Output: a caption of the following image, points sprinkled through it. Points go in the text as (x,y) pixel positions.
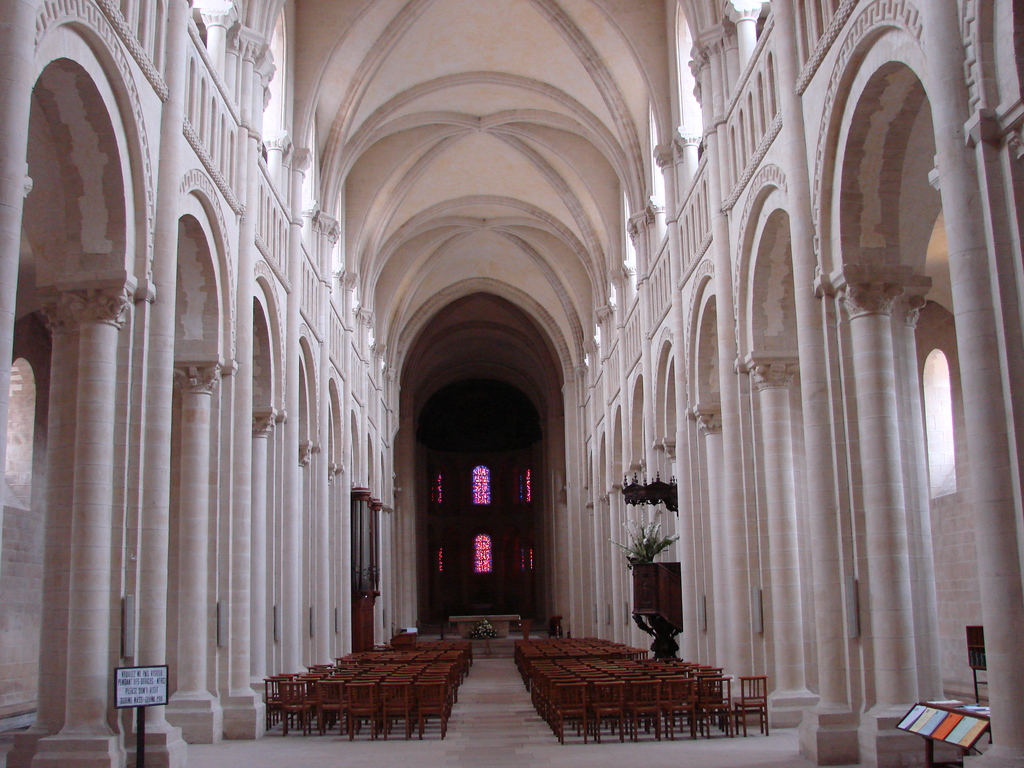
In this picture there are chairs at the bottom side of the image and there are pillars (652,463) on the right (765,598) and left side of the image (215,566), there are windows (480,466) in the center of the image (526,482).
